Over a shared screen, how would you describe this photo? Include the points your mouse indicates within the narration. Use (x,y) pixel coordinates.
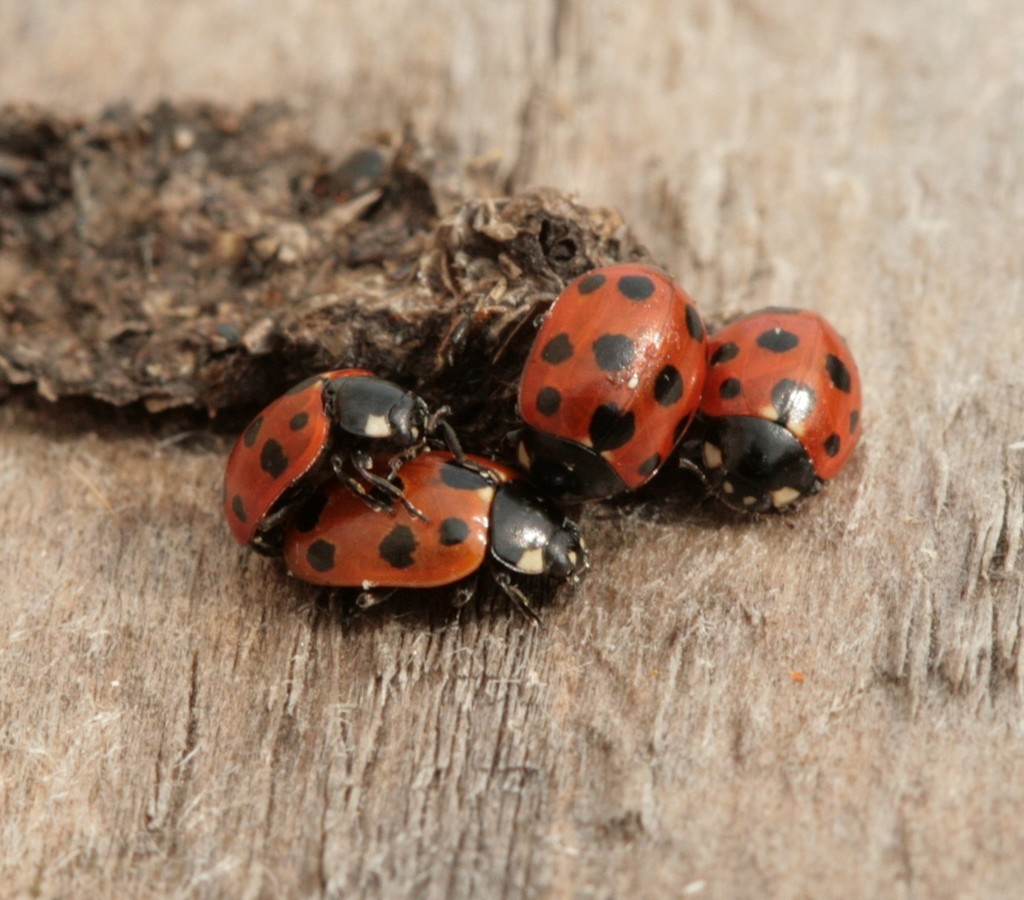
In this image I can see the brown colored wooden surface (710,616) and on it I can see a brown and black colored object (272,261) and four insects (397,474) which are red and black in color.
